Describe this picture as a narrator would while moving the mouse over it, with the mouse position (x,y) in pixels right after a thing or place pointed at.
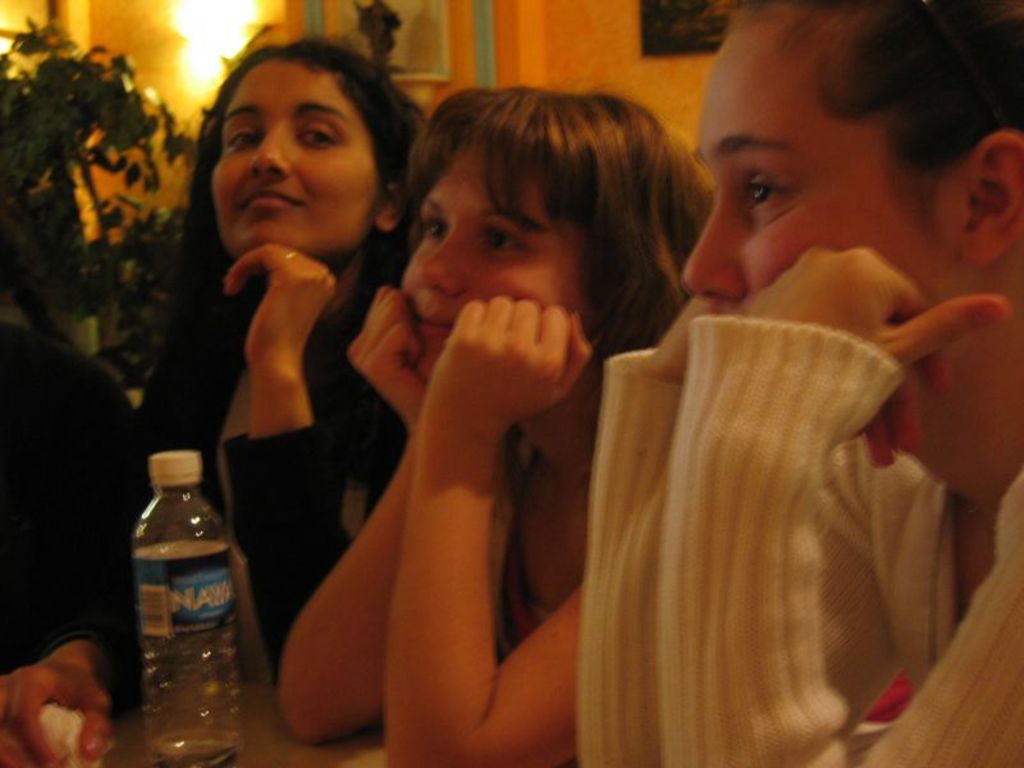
Three girls (778,514) are sitting, folding the hands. There is a water bottle (221,664). behind them there is a plant (49,150). There is a wall (141,38) on the left side of an image (162,36) and light (196,36).
